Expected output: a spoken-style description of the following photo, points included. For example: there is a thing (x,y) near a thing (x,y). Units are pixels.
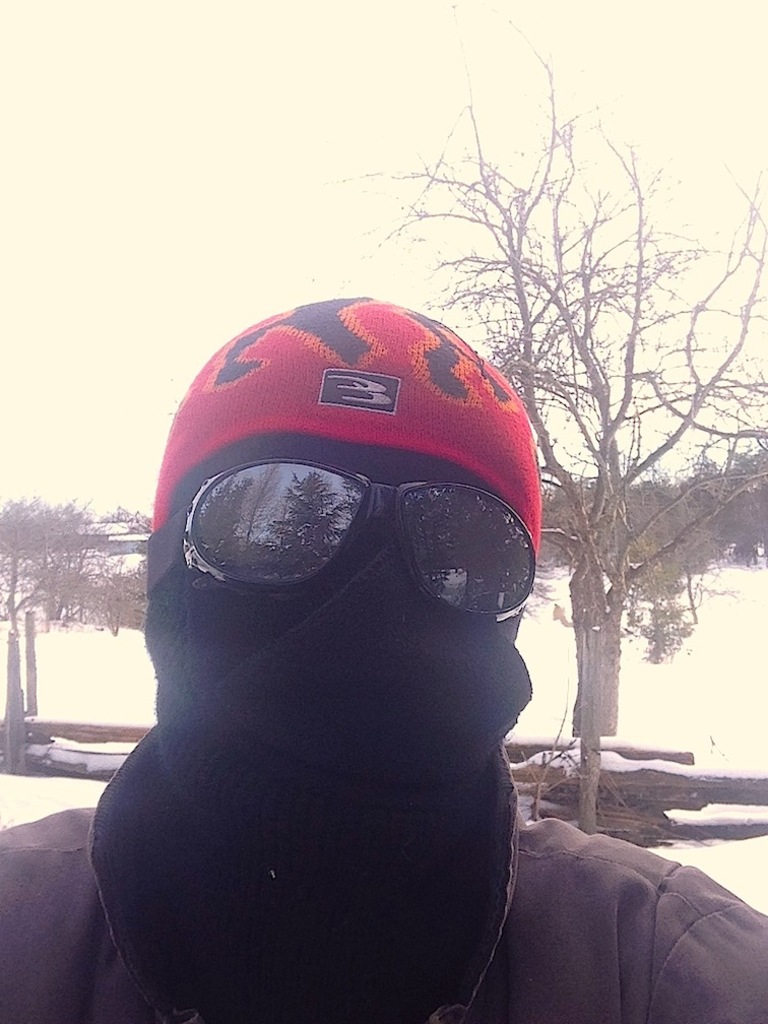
In this image I can see the person (517,882) and the person (465,923) is wearing brown color dress (605,921). In the background (606,473) I can see few trees (685,553) and the snow (656,676) and the sky (291,140) is in white color.
